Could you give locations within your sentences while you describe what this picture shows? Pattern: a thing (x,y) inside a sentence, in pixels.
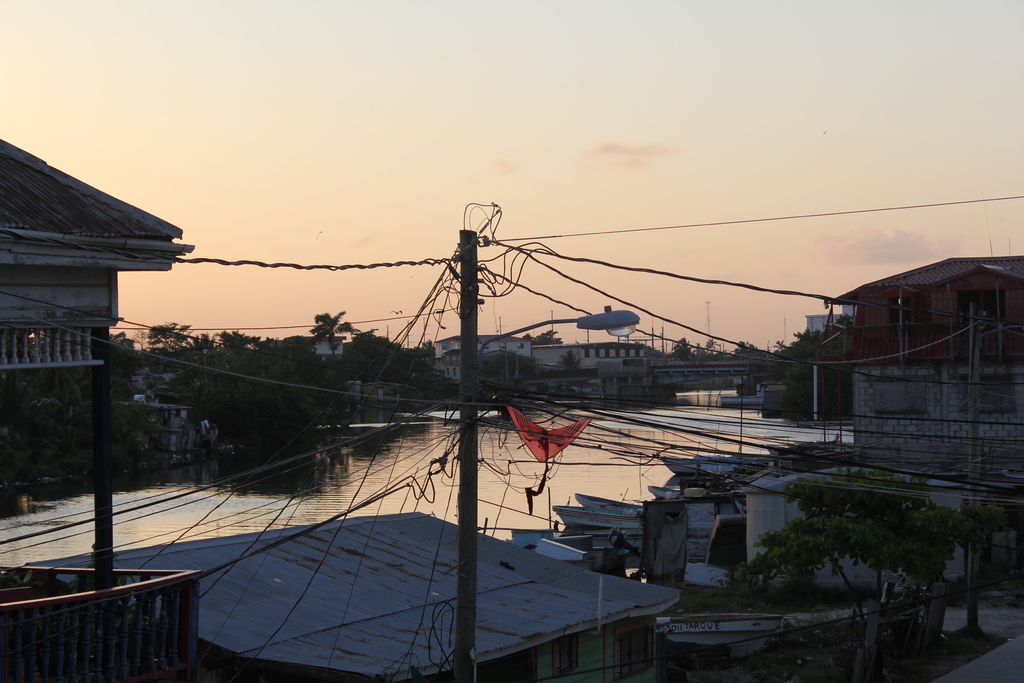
At the bottom of this image (511,632), there are buildings (939,421) having roofs (59,256), trees (824,533), poles (972,334) which are having electric cables (372,462) on the ground (845,667). Beside them, there are boats (733,458) parked on the water (656,437) of a lake (686,418). In the background (607,359), there are buildings (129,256), trees (502,359), a bridge (660,367) built on the water (688,444) and there are clouds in the sky (435,141).
